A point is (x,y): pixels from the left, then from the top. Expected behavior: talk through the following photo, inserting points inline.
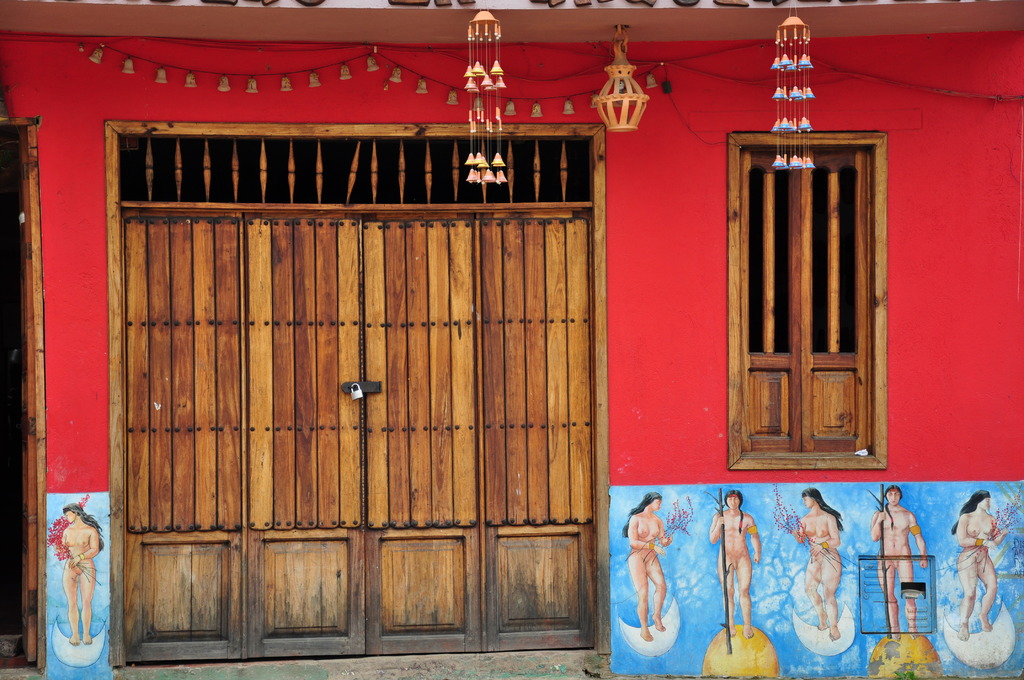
In this picture I can see there is a door (305,287) and it has a lock (347,391) and it is made of wood (196,446) and there are pictures (72,645) of women (818,599) standing and there are few bells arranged here on the wall (766,609).
